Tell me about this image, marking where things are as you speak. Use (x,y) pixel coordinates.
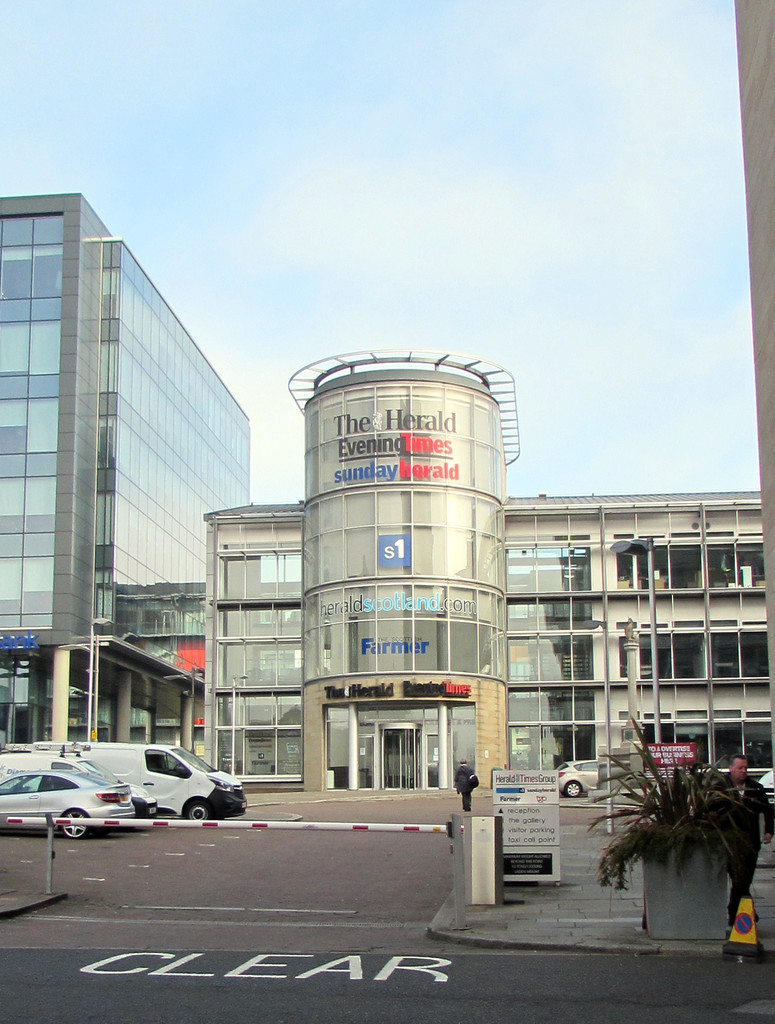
In this picture we can see few people (462,771), cars (31,786) and buildings (51,458), and also we can find few plants (614,823) and hoardings (402,547).
